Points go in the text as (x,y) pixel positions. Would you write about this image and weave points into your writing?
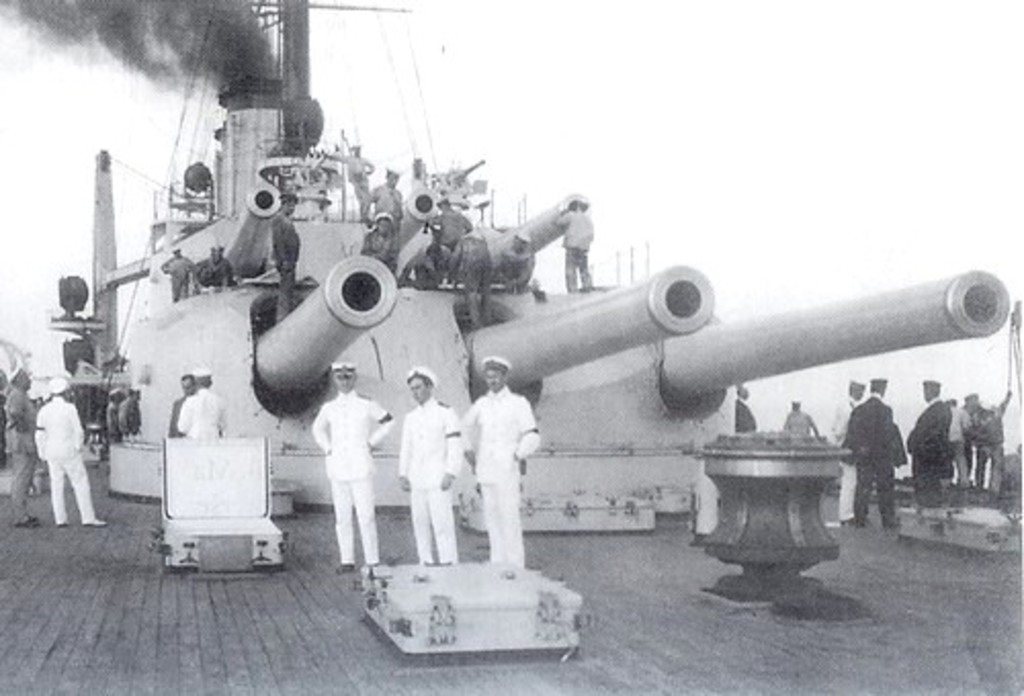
In this image we can see a weapon (327,331) and some people (437,263) standing on it. We can also see some wires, smoke (242,22) and some people (361,467) standing on the floor (262,576).
